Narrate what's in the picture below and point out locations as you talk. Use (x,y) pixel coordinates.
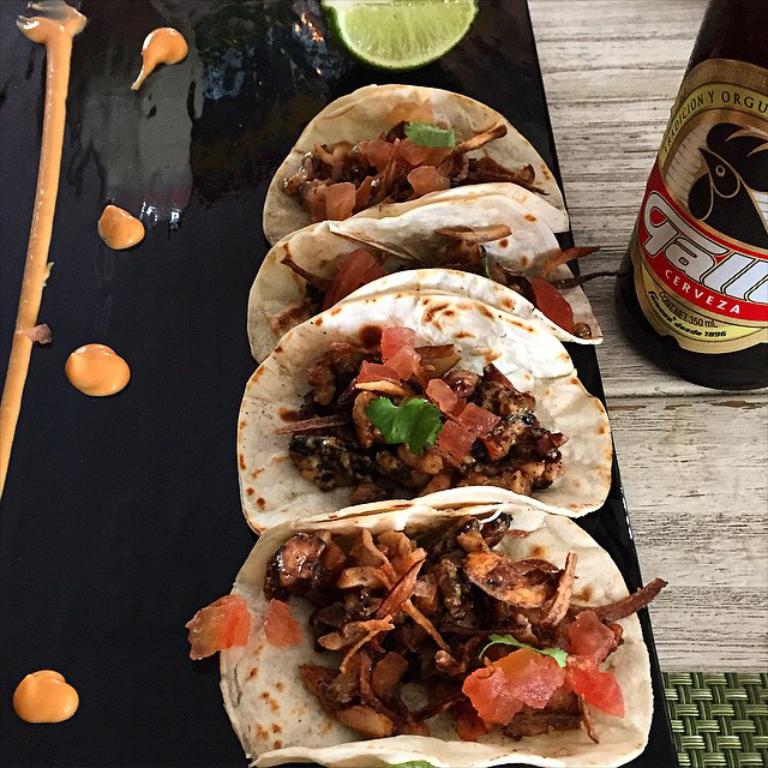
In this picture I can see a food item (444,111), a slice of a lemon (352,42) and cream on the black color plate (504,13), there is a beer bottle (692,358), that looks like a table mat (684,672), on the table (712,641).
